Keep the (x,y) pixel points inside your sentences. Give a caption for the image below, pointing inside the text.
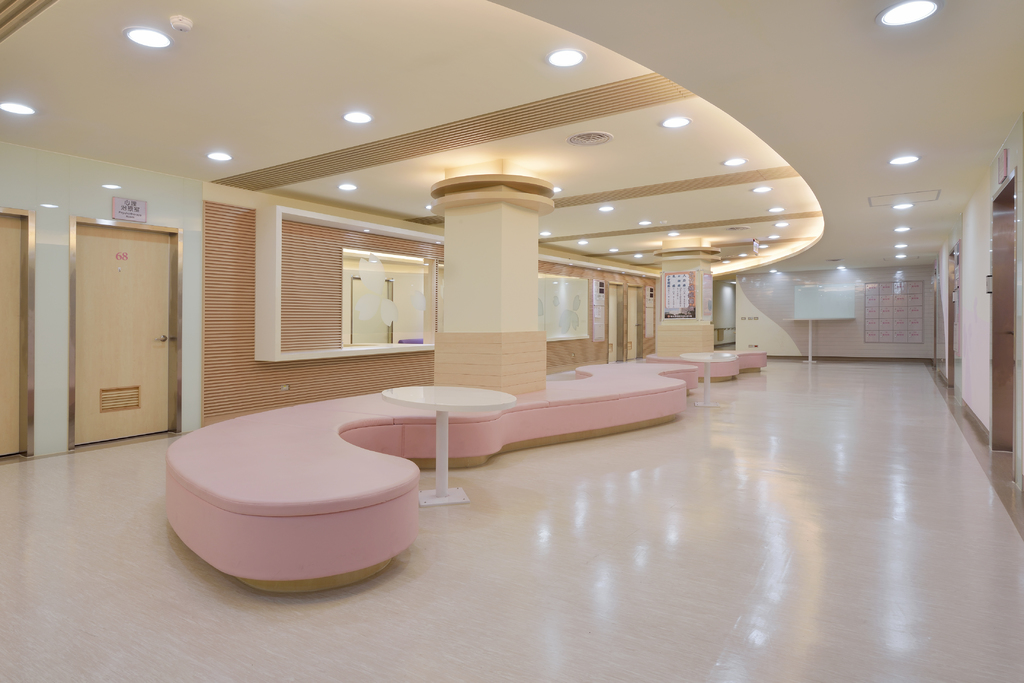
In the middle of the image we can see two tables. Behind the tables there are some couches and pillars (715,254). Behind them there is wall (616,280), on the wall (336,279) there are some banners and boards (816,309). At the top of the image (84,106) there is ceiling (130,83) and lights (163,46).
